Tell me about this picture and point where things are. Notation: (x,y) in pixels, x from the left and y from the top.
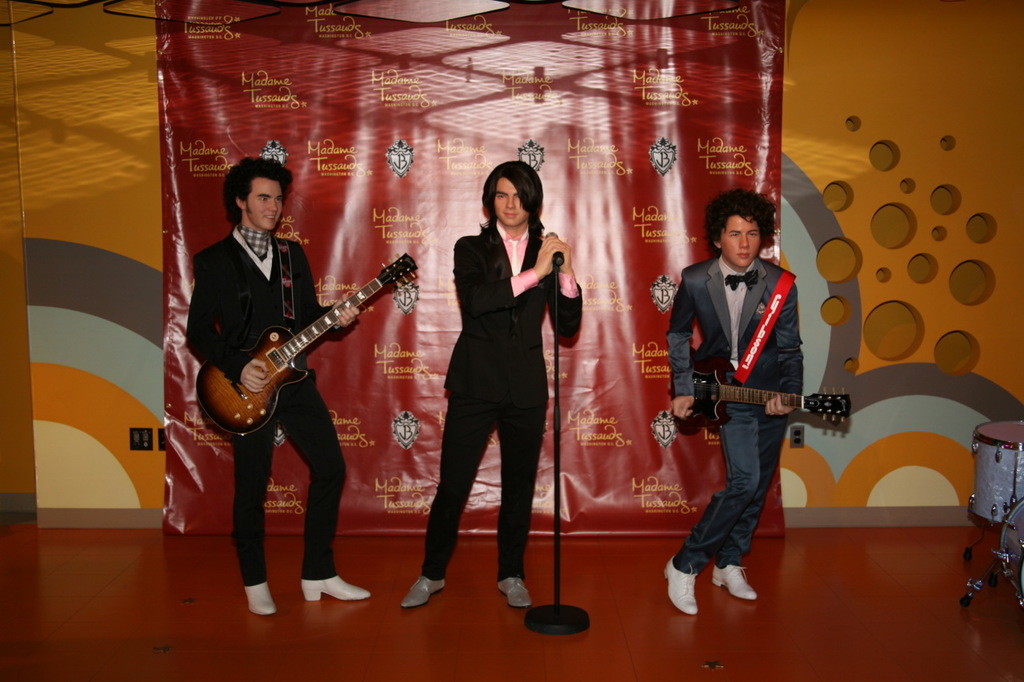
In this image there are three persons (757,327) two of them are playing guitar (244,402) at the middle of the image (477,373) there is a person (504,414) standing and holding microphone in his hands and at the right side of the image (1001,531) there are drums (995,469) and at the background of the image (328,128) there is a red color sheet (688,73) and orange color wall (871,138).
